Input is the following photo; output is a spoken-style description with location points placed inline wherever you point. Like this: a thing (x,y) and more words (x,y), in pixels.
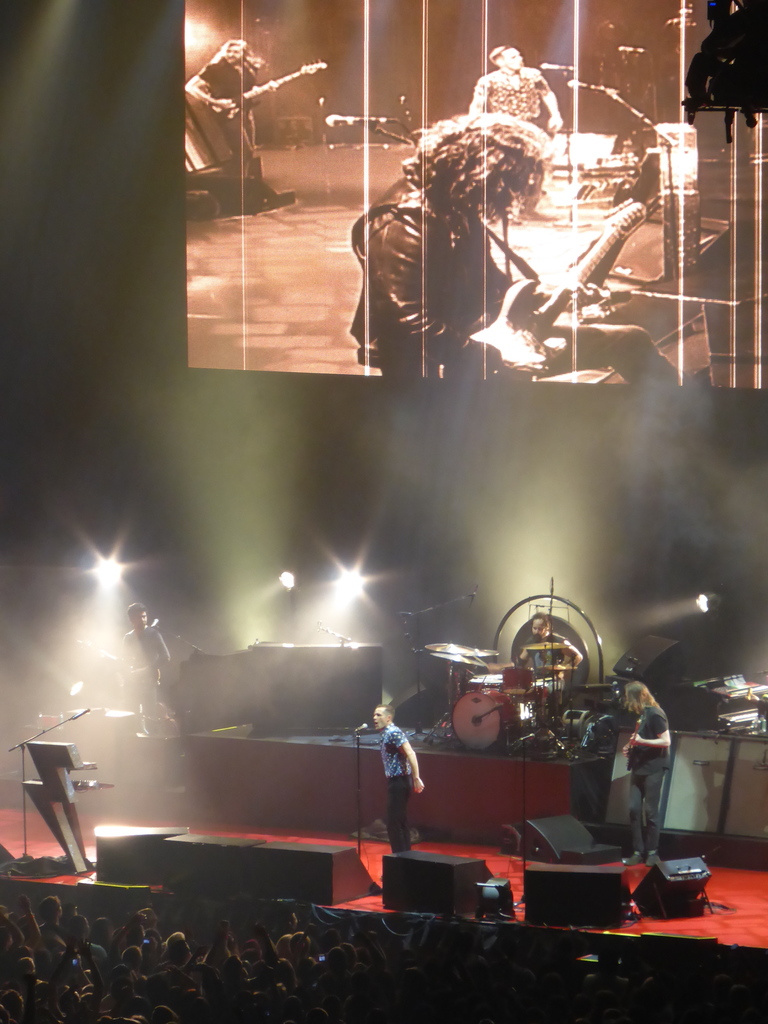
There is a stage (93,871). On the stage (643,923) there are speakers (605,899), mic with stands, musical instruments (456,715), three people (644,778) are standing. In the back (404,181) there is a screen (333,164). There are lights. In front of the stage (369,808) there is a crowd (176,964).
